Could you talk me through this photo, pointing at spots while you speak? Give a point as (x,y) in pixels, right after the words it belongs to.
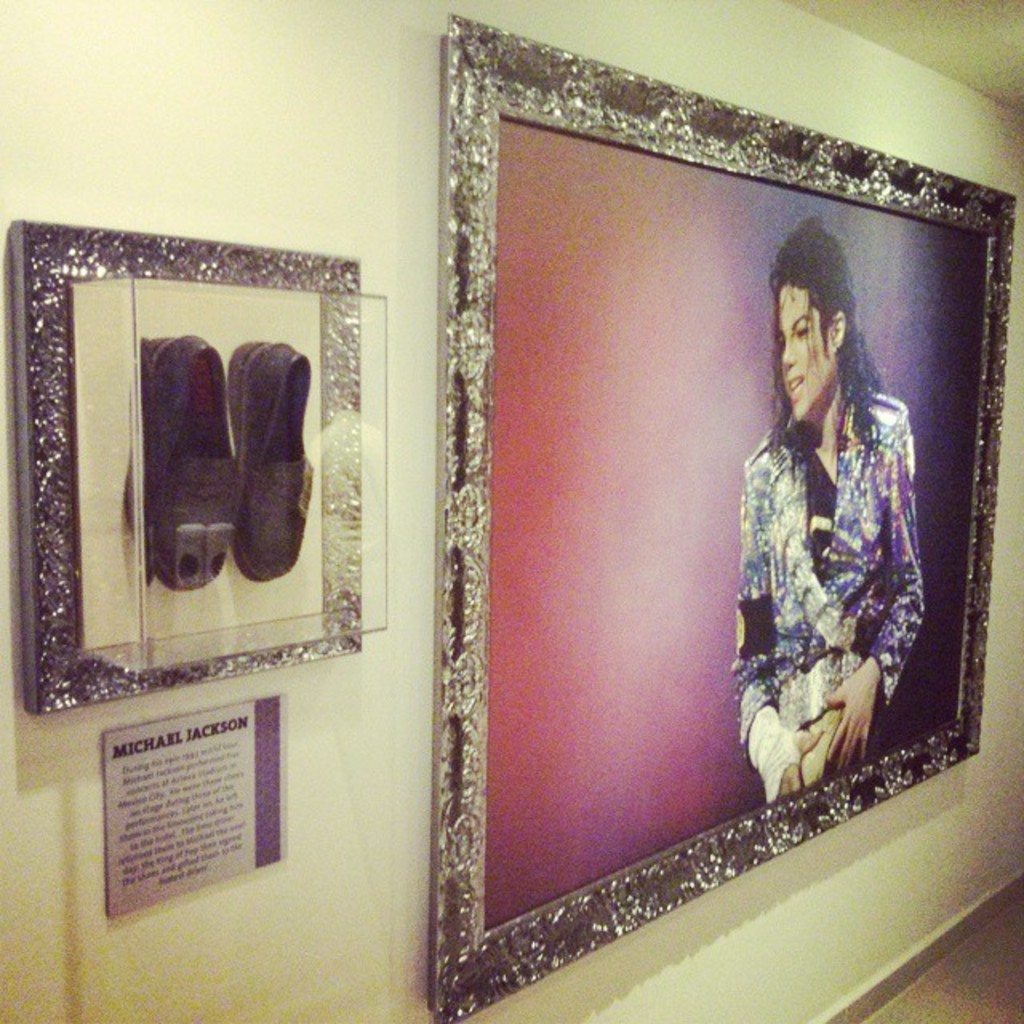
In this picture I can see the photo frame (518,456) on the wall (702,39). I can see the shoes (203,393) in the glass box (133,413).
